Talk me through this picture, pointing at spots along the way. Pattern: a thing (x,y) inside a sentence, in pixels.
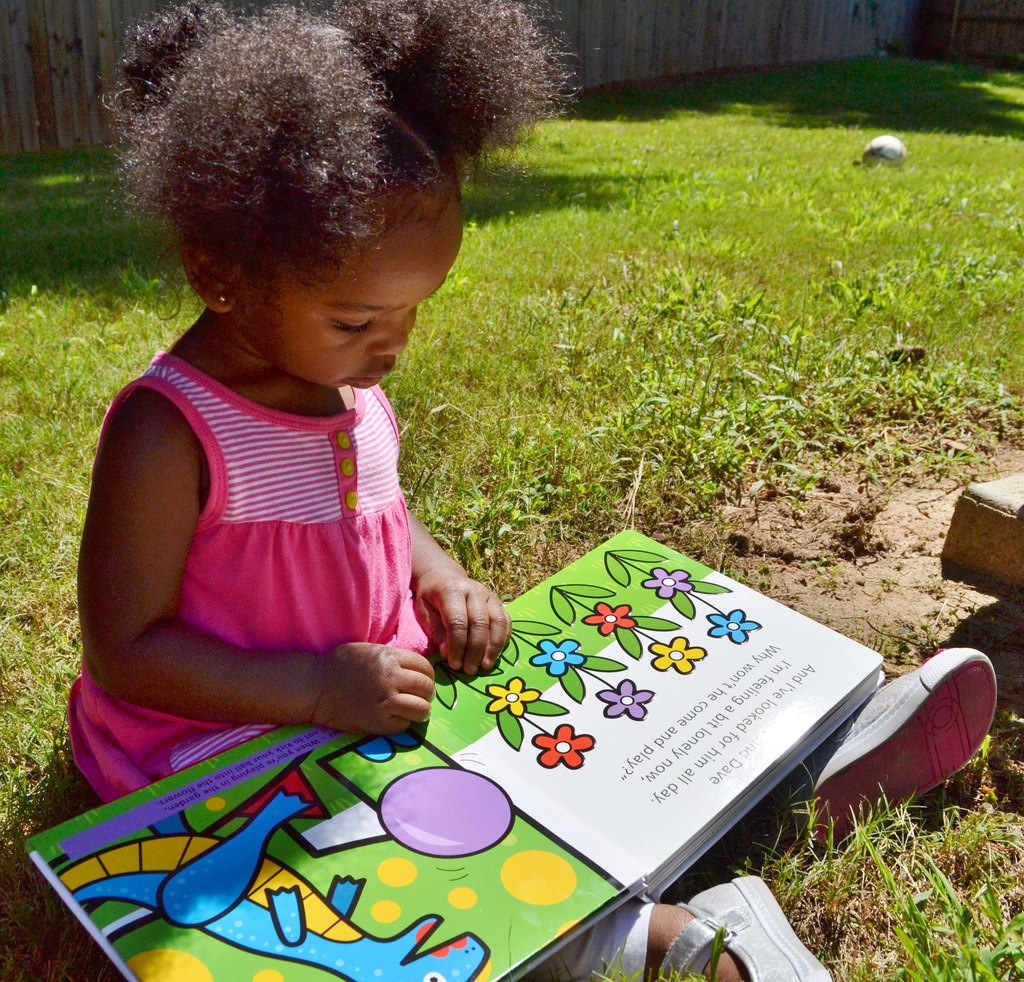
In this image I can see a child (281,498) wearing pink colored dress (302,524) is sitting on the ground (814,546) and holding a book (488,753) in her lap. I can see some grass (740,345) on the ground (725,262), the wooden railing (771,37) and a ball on the ground (822,140).
